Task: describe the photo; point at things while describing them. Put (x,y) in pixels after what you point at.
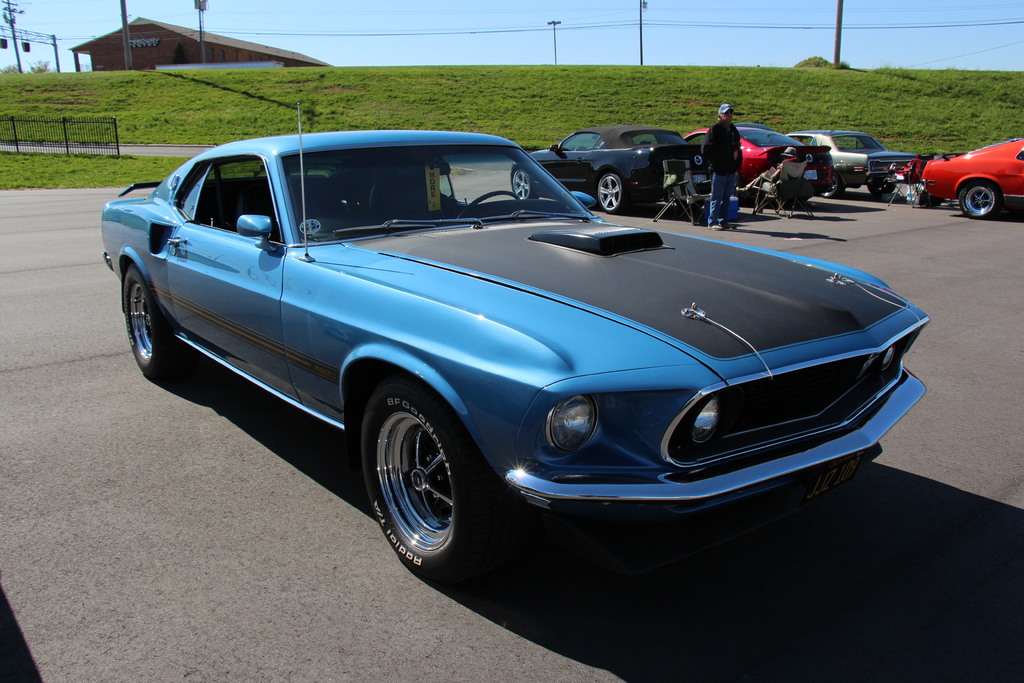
In this image, there are a few vehicles (774,142). We can see some people (775,166). Among them, we can see a person (790,153) sitting. We can see the ground (813,242) with some objects (786,185). We can see some poles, wires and the sky (257,25). We can see some grass (170,141) and a house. We can also see the fence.
